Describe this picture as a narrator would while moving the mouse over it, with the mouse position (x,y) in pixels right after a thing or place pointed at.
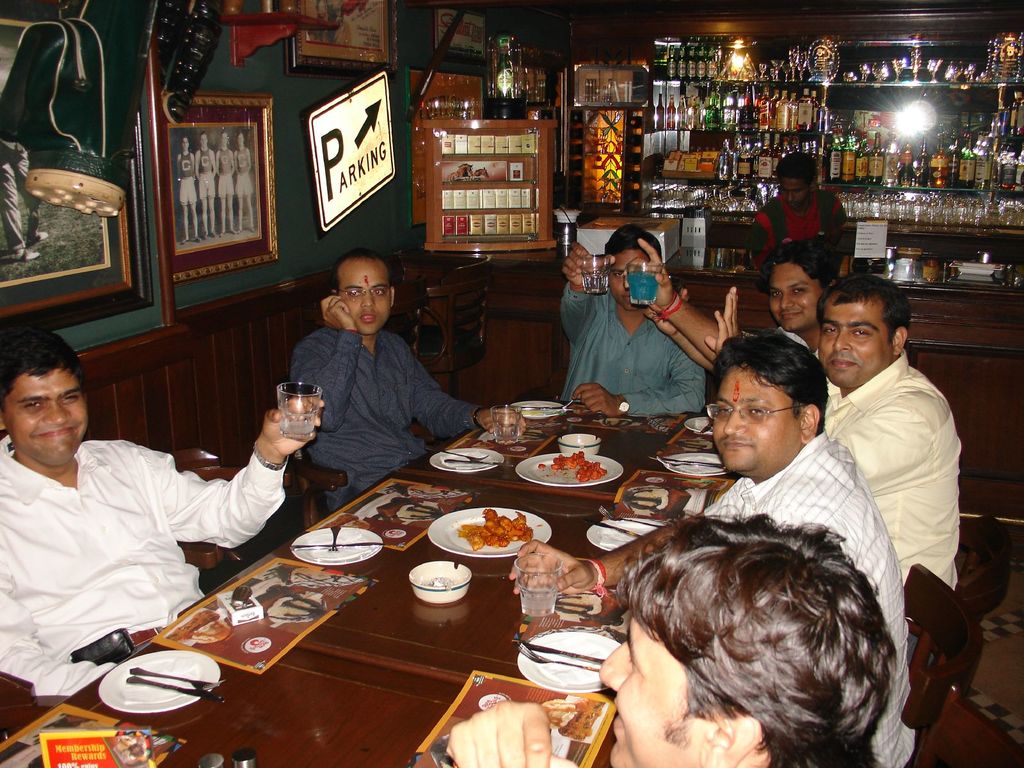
In this image we can see some people (58,467) and there is a table (453,662) in front of them and on the table (635,450), we can see plates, bowls (447,565) and food items (553,461) and it looks like a restaurant (508,332). We can see some photo frames (187,194) attached to the wall (227,36) and there is a rack (916,121) with some bottles (802,113), glasses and some other objects (508,137).
